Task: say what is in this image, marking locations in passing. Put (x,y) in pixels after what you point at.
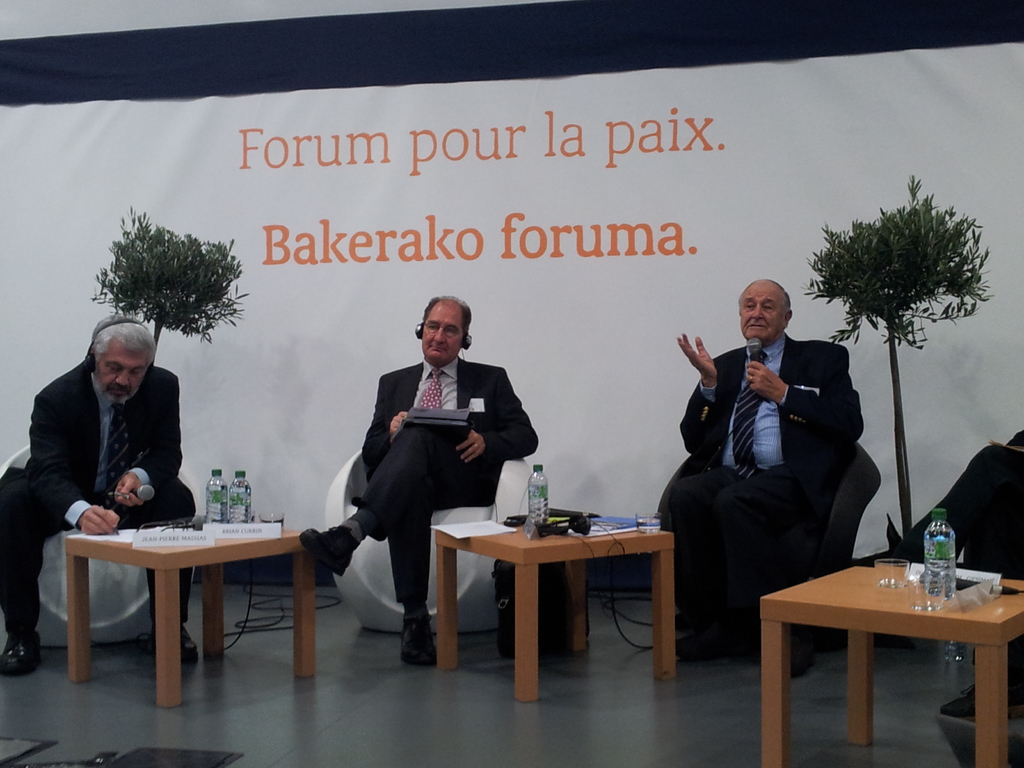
This image consist of three men (830,438) sitting in the sofas (879,489). They are wearing black suits (425,481). In front of them, there are tables (179,571) on which bottles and name plates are kept. In the background (369,243), there is a banner (523,218), and two plants (883,234).
